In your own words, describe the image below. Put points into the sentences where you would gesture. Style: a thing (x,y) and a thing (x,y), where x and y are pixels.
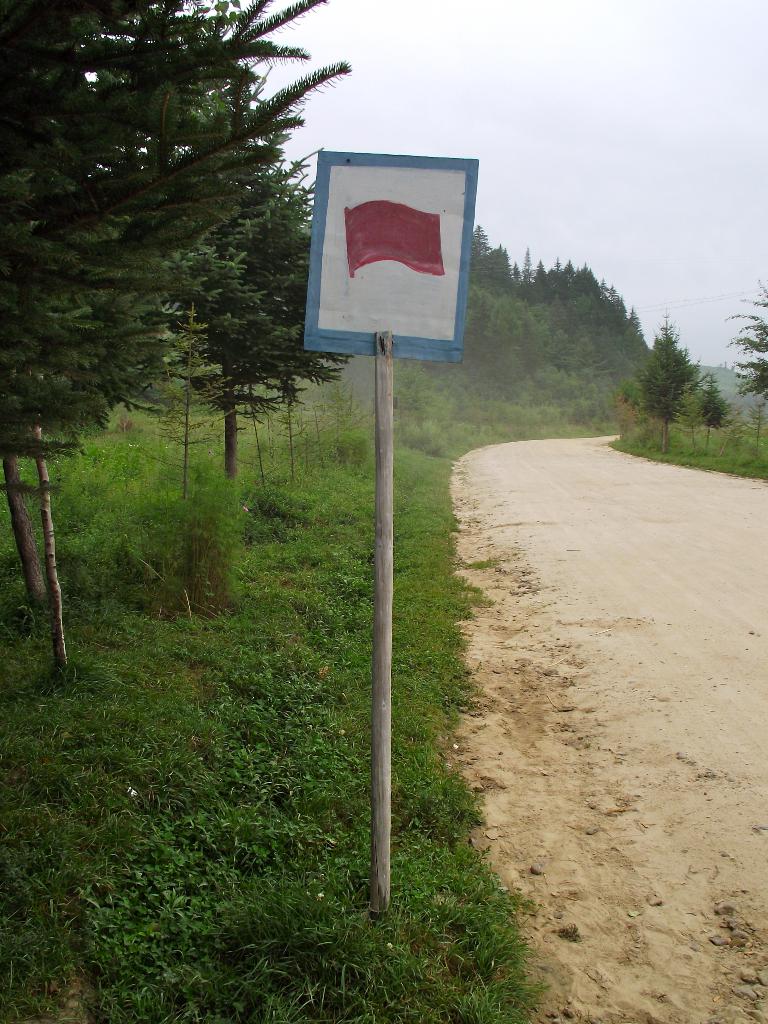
On the right side of the image (587,792) there is a road (634,999). On the left side of the image (227,762) on the ground (280,548) there is grass (228,827) and there are trees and a pole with board (331,215). In the background (568,334) there are trees (579,272). At the top of the image (569,132) there is sky (750,235).
